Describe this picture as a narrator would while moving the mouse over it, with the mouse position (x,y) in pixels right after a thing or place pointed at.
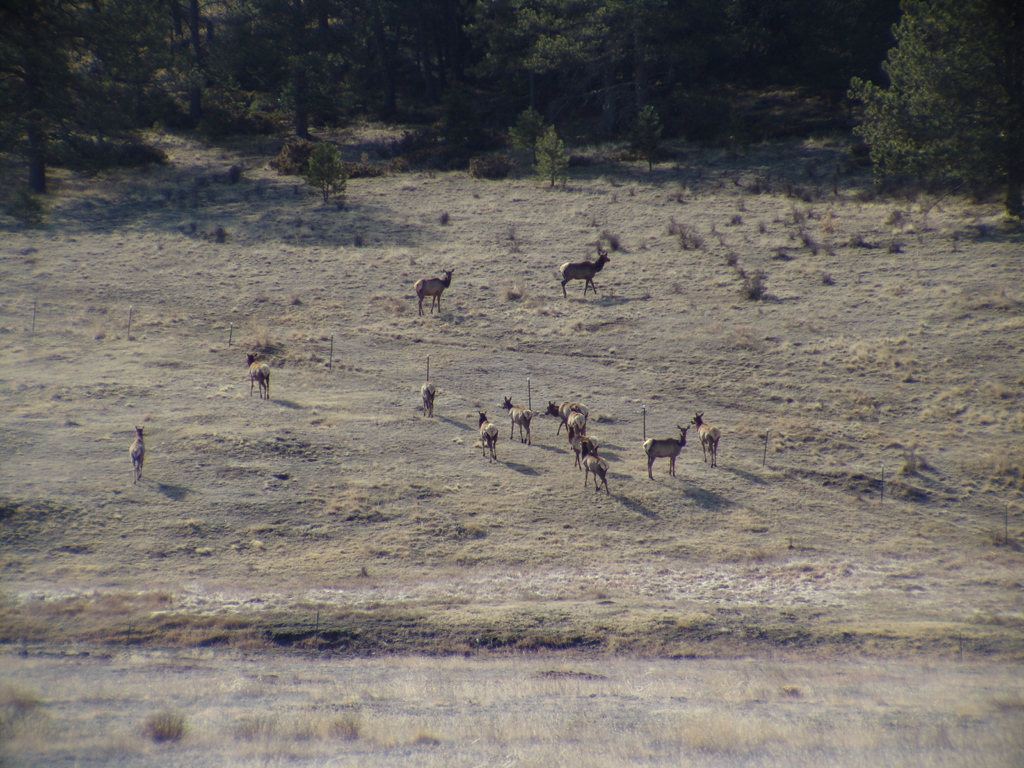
In this picture we can see many animals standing on the ground (820,430) with grass (156,344) and trees (500,43) around them.
